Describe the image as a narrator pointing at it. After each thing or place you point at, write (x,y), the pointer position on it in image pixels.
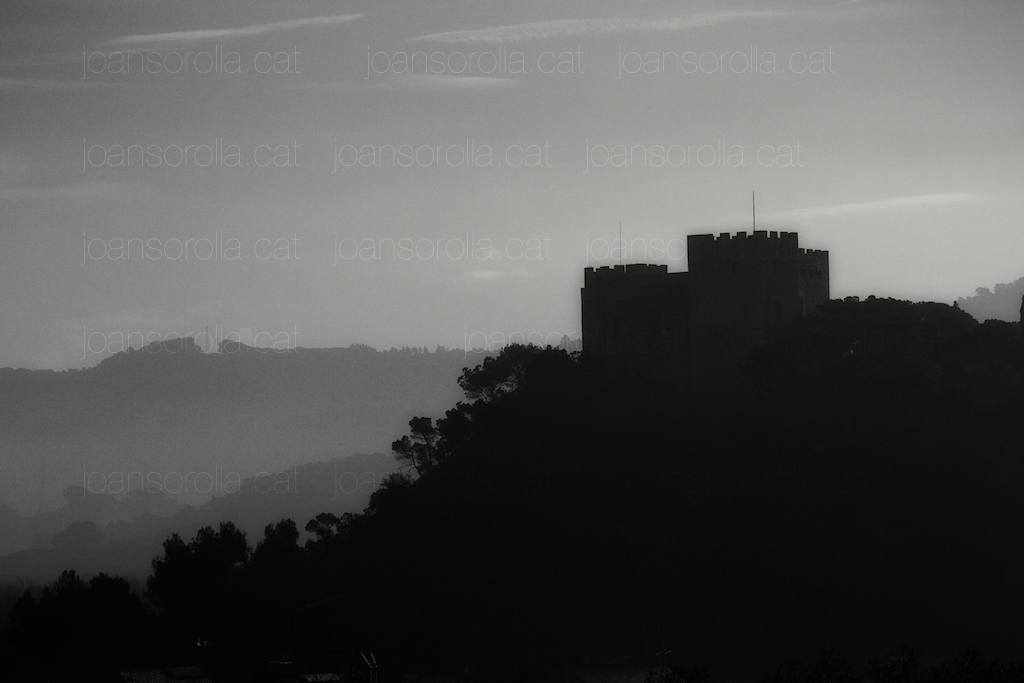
In this picture I can see the monument (727,345) on the top of the mountain (639,481). Beside that I can see many trees (447,513). In the background (254,418) I can see another mountains (291,403). At the top (404,117) I can see the sky (501,89) and clouds (547,29). In the center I can see the watermark (811,62). At the bottom (485,632) I can see the darkness (673,634).
